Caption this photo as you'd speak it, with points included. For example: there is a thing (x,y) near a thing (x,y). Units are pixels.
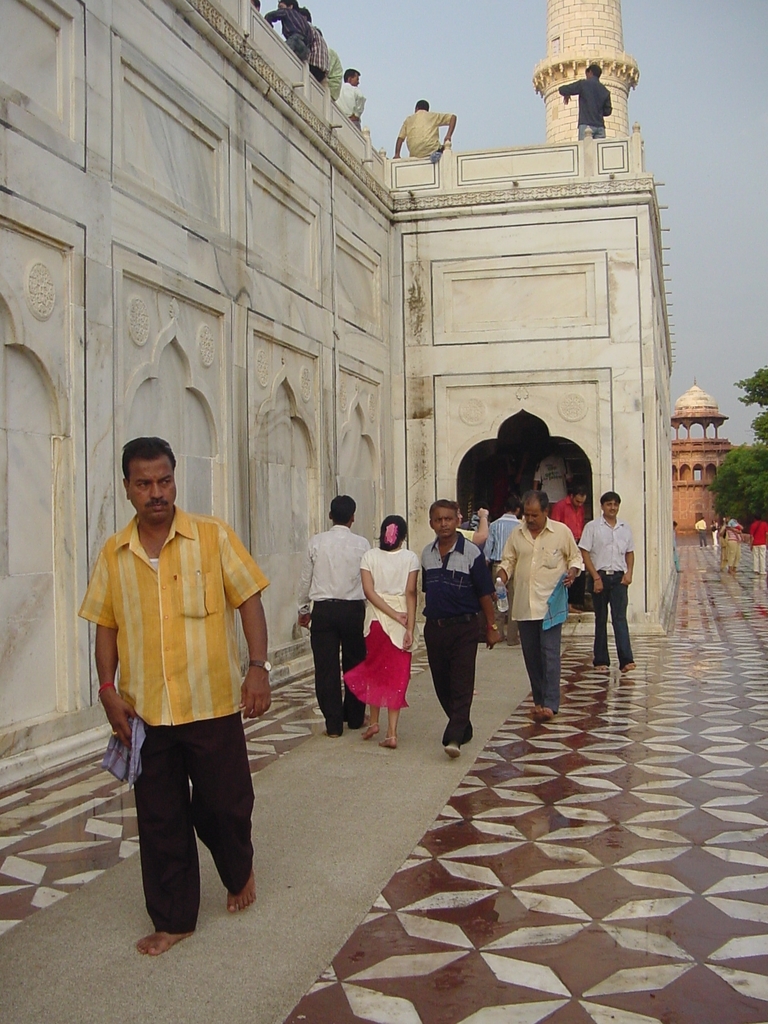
In this image we can see these people (232,737) are walking on the floor (479,915), we can see these people (591,77) on the building (241,173), we can see the tower (569,81), we can see trees (742,503) and the sky (716,145) in the background (758,210).
